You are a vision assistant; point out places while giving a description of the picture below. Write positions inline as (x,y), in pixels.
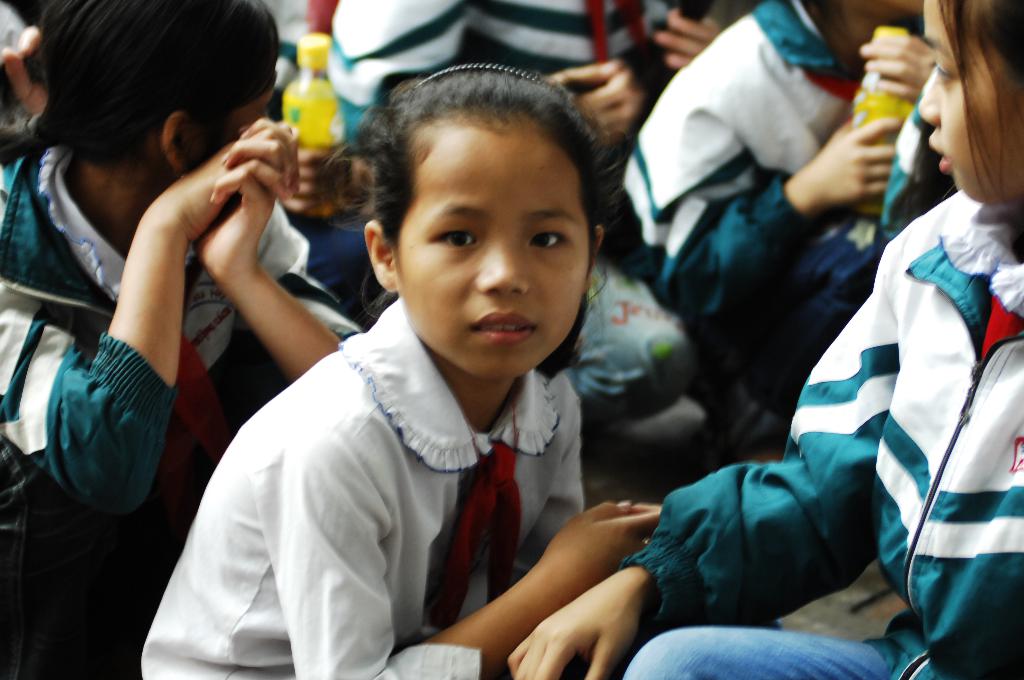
In this picture we can see some people (857,429), two persons (761,289) in the background (814,100) are holding bottles (864,114).
